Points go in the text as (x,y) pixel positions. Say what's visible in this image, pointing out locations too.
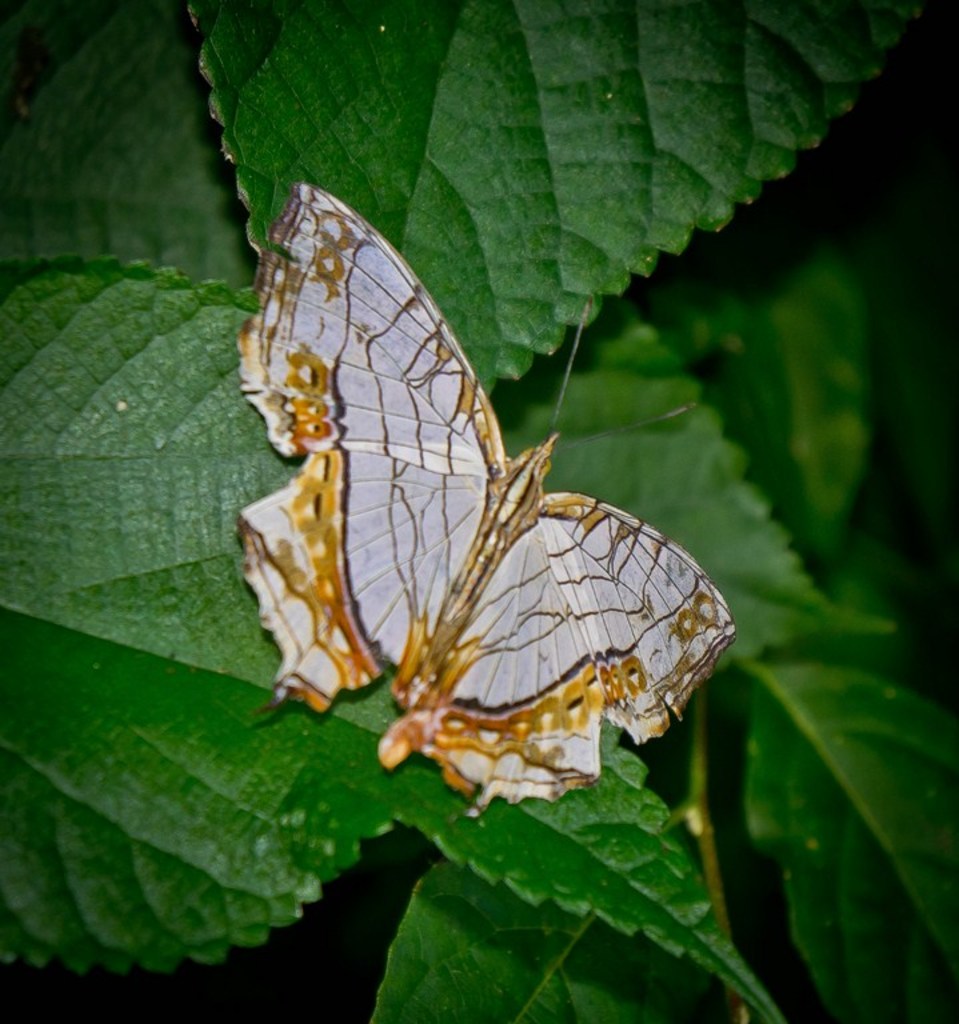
In this image we can see many leaves (844,359) of the plant (804,902). There is a butterfly (503,562) sitting on the leaf (175,391).
